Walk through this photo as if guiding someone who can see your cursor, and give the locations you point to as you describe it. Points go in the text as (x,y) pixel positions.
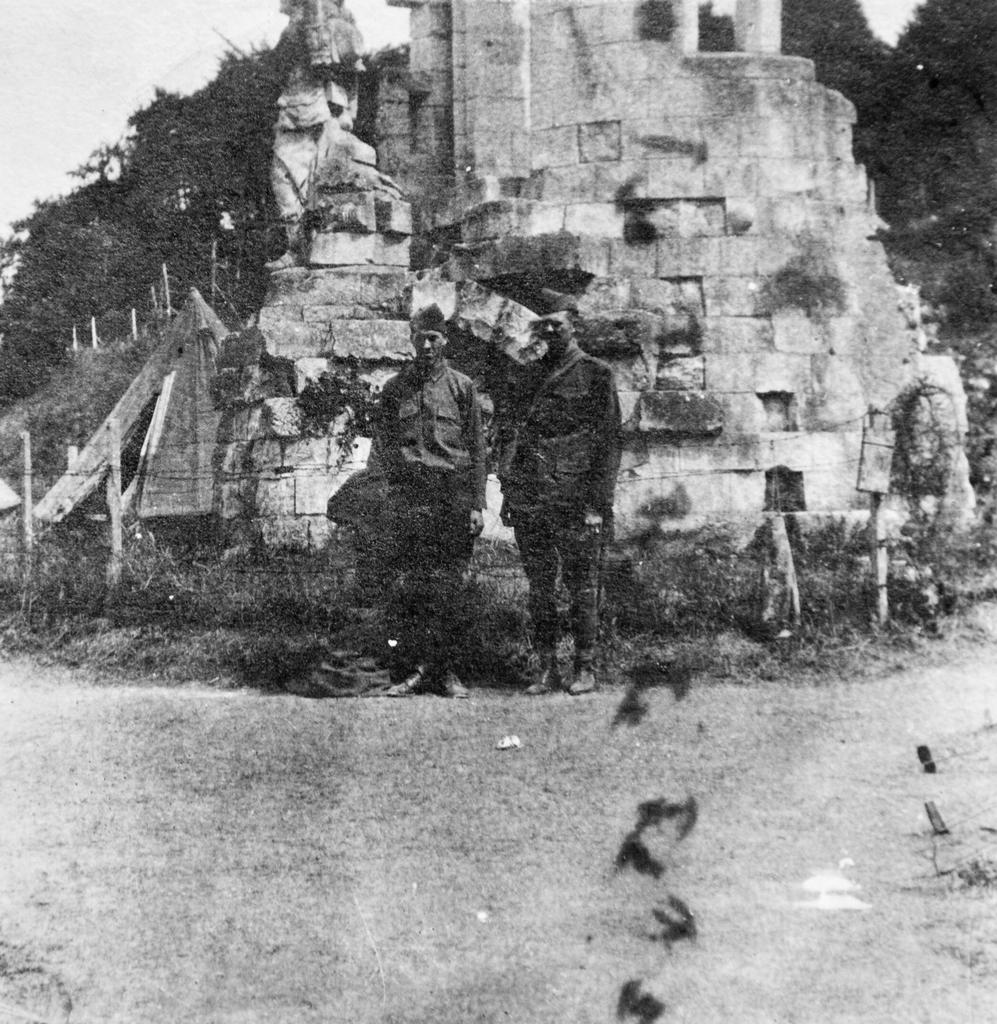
In this picture we can see two men (416,392) wore caps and standing on the ground (448,746), fort (362,289), trees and this is a black and white picture.
